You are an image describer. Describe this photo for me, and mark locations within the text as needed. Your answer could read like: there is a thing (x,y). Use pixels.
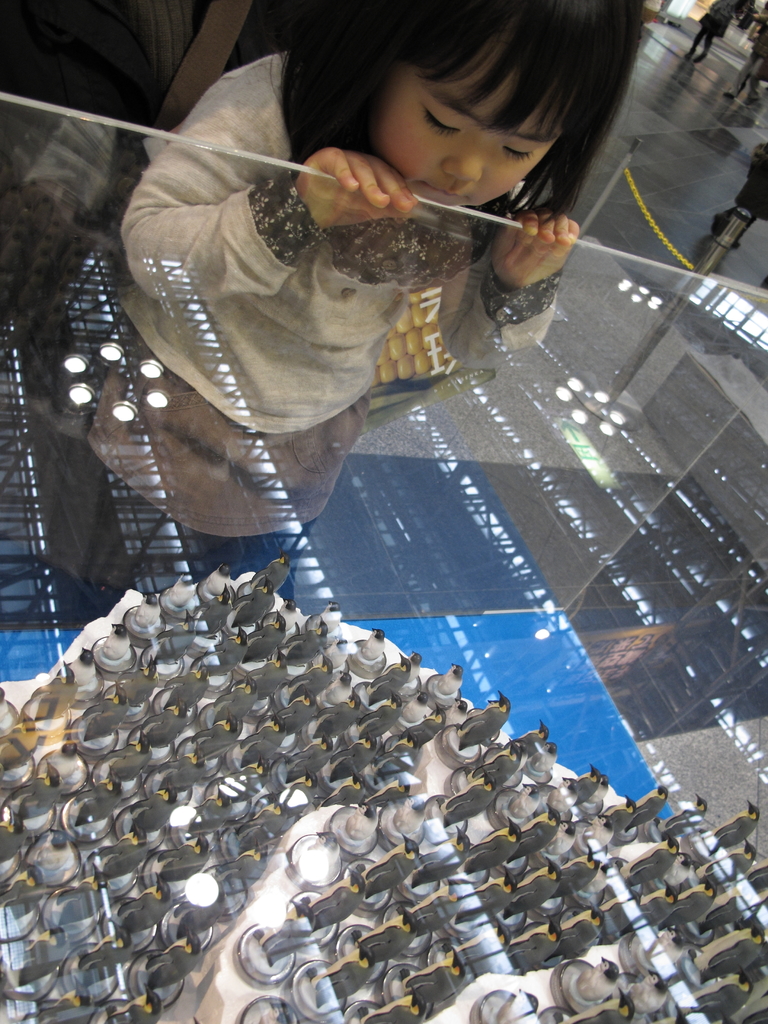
At the bottom of the image (742,984) there are some toys (190,667). In middle of the image (325,547) we can see a glass (745,541). Behind the glass (720,602) a girl (478,66) is standing and watching. In the top right side of the image (629,160) there is fencing (634,143). Behind the fencing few people (753,99) are walking.
